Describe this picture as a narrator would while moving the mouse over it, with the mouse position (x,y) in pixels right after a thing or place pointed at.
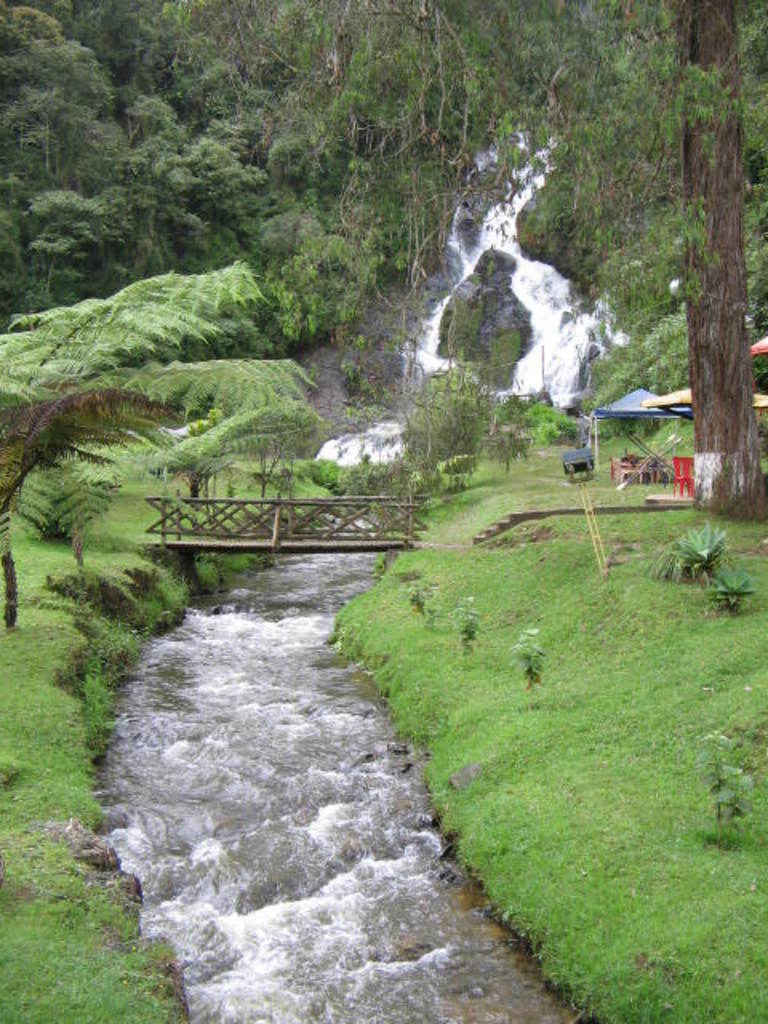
In this image there is the waterfall (440,314), there is water (410,988) truncated towards the bottom of the image (510,1000), there are plants (525,645), there is grass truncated towards the left of the image (32,729), there is grass (655,606) truncated towards the right of the image (649,588), there are trees (423,170) truncated towards the top of the image (334,72), there are trees (136,256) truncated towards the left of the image (210,243), there are trees (612,84) truncated towards the right of the image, there are tents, there are objects (653,470) on the grass (642,555), there are tents (751,348) truncated towards the right of the image (758,406).
